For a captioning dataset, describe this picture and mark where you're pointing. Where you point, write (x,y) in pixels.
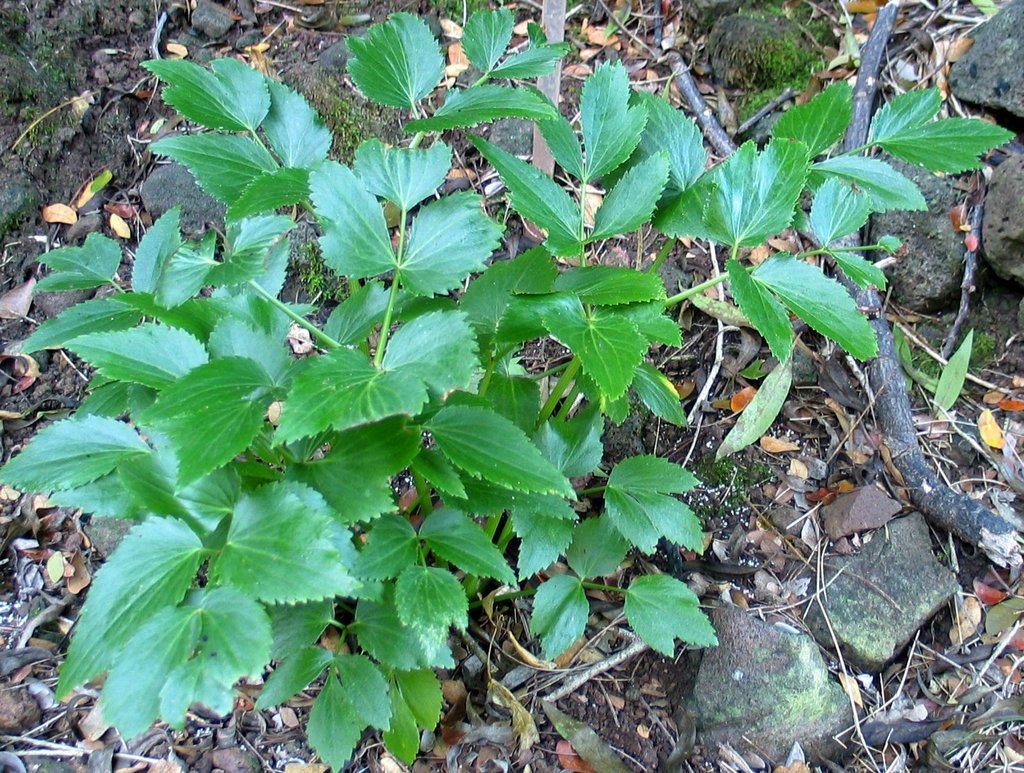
In the middle of the picture (386,380) I can see plant (418,341) with green leaves (418,341).
